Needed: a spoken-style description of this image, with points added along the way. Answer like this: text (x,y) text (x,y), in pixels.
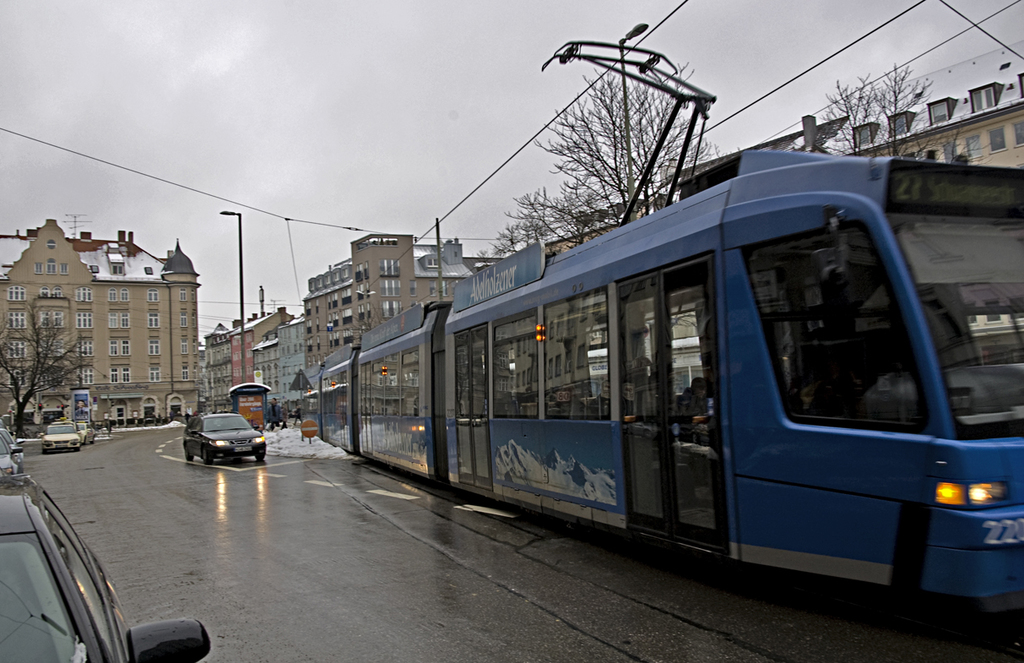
In the image there is a train (660,385) going on the right side (798,598) with few cars (189,435) beside it on the road (214,518) and in the back (141,321) there are buildings (153,307) with trees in front of it and above its sky (240,98).
